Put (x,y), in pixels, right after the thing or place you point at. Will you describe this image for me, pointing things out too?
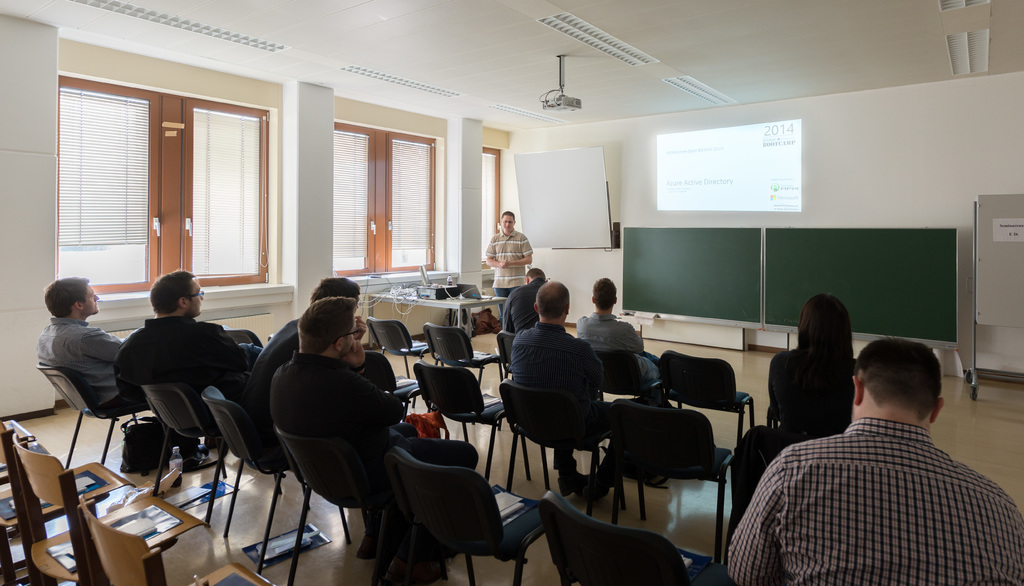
I think the image is taken from the classroom (250,460). There are chairs (469,383) placed in an order and I can see a projector (555,93) attached to the ceiling (552,73), and it is projected on the screen (742,185). I can see two boards (780,293). There are people (582,343) sitting on the chairs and listening to the lecturers (503,271). I can see a woman (807,390) sitting on the chair (793,428). There is a window (168,215) which were closed and this is a door handle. This man (522,261) is standing and explaining the persons (532,301). There are papers (166,523) and books (148,514) placed on the chairs (109,475). There is a bag (150,445) which is kept on the floor (518,475). This is the ceiling rooftop (709,52), these are the ceiling lights (590,36).
